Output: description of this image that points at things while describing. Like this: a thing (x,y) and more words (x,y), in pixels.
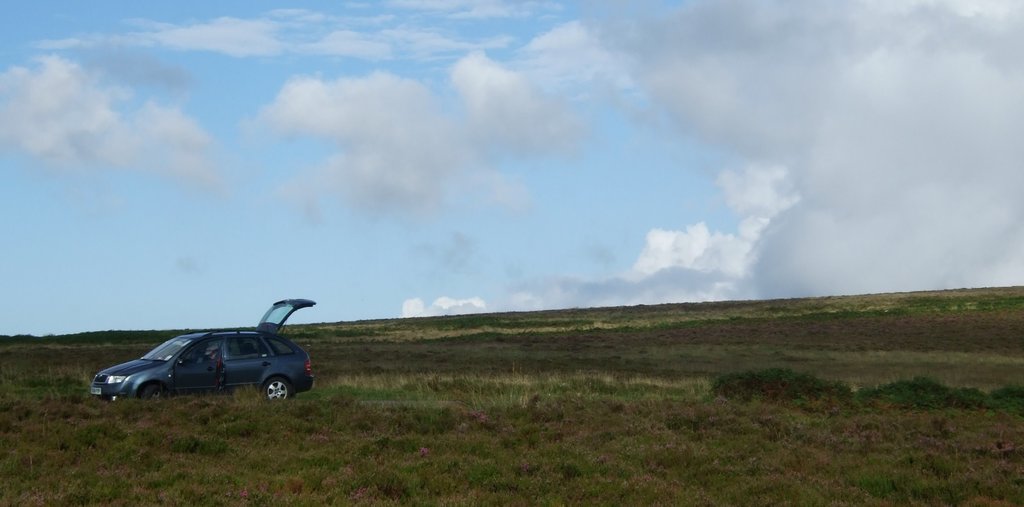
In this image we can see a car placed on the grass (697,403). On the backside (666,233) we can the sky (532,245) which looks cloudy.
